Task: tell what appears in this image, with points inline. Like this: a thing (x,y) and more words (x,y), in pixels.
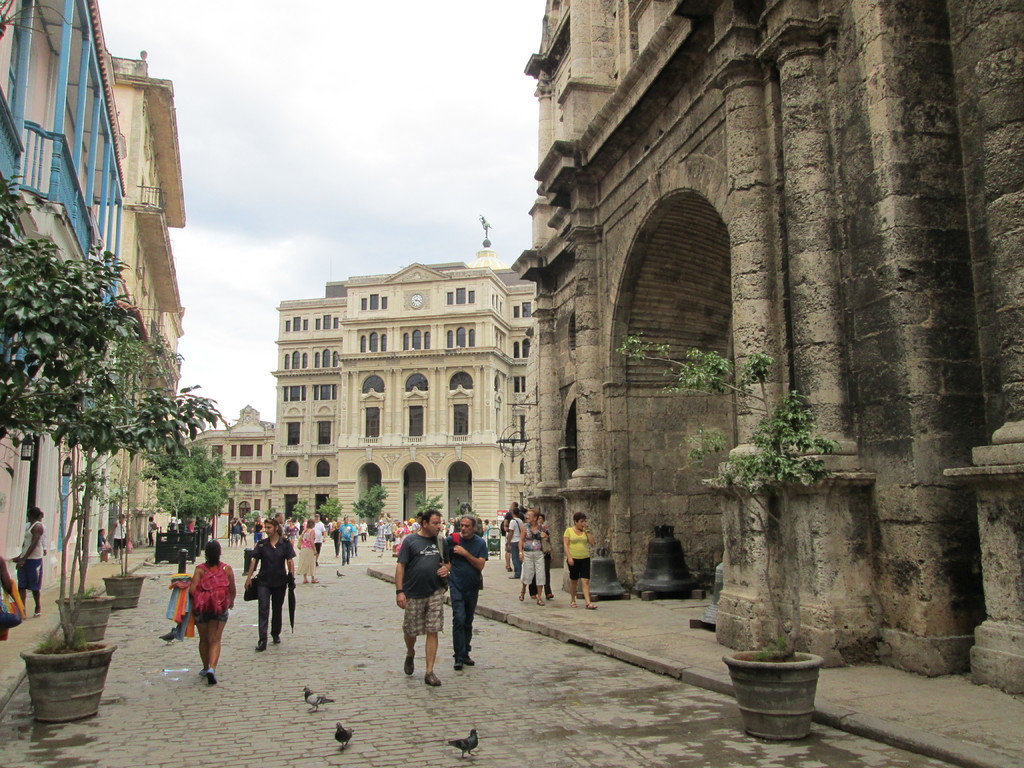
In this image we can see people (541,548) are walking on the road (547,690) and pavement (618,630). On the both sides of the image, we can see buildings (645,373) and potted plants (99,621). At the bottom of the image (315,694), we can see three birds (468,746). We can see buildings (350,448) in the middle of the image (394,419). At the top of the image (291,136), the sky (304,97) is covered with clouds (221,134).
